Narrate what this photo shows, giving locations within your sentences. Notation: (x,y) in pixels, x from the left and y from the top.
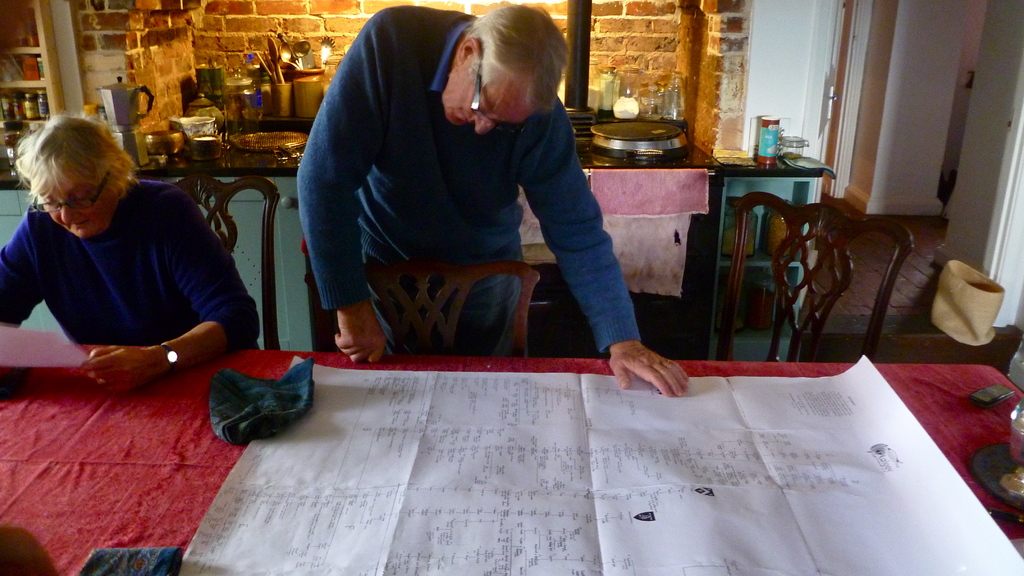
There is a woman (110,246) sitting in the chair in this picture in front of a table (106,470) on which a chart (460,524) was placed along with the cloth (252,403). There is a man (407,196) standing and watching the chart (499,429). In the background (591,129) there is a kitchen (269,113) and a wall (247,17) here.
